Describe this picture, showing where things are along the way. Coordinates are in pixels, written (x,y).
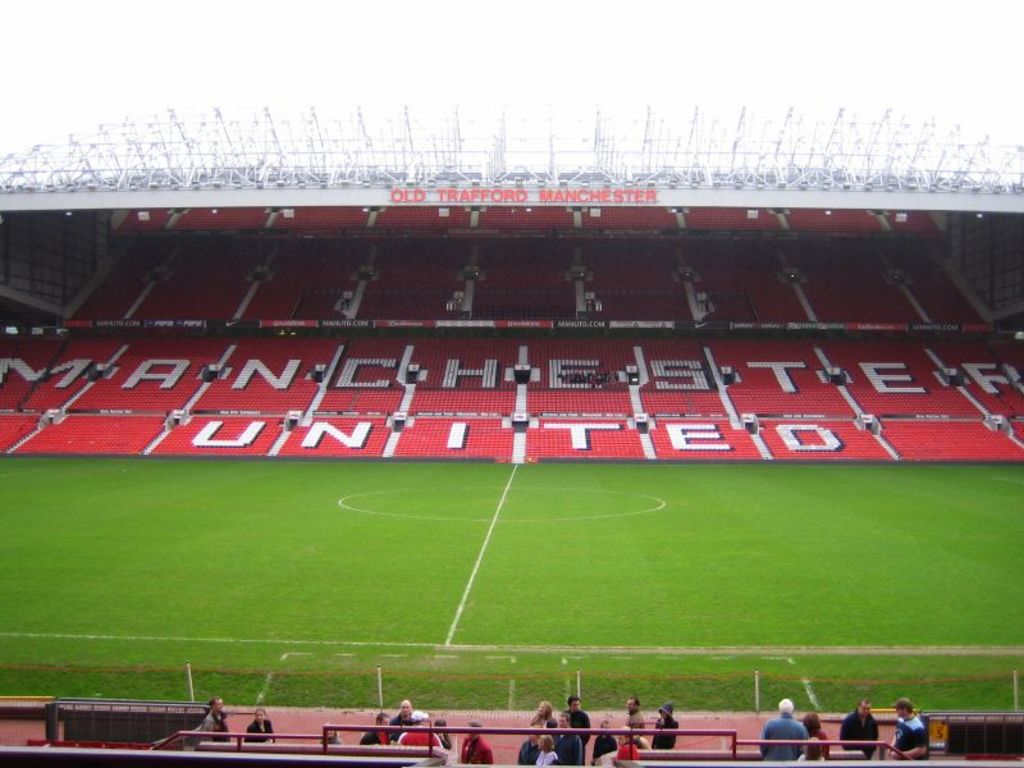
This is the ground (582,600) at the down side there are people (786,756) standing, these are the sitting chairs (509,403) in red color.
